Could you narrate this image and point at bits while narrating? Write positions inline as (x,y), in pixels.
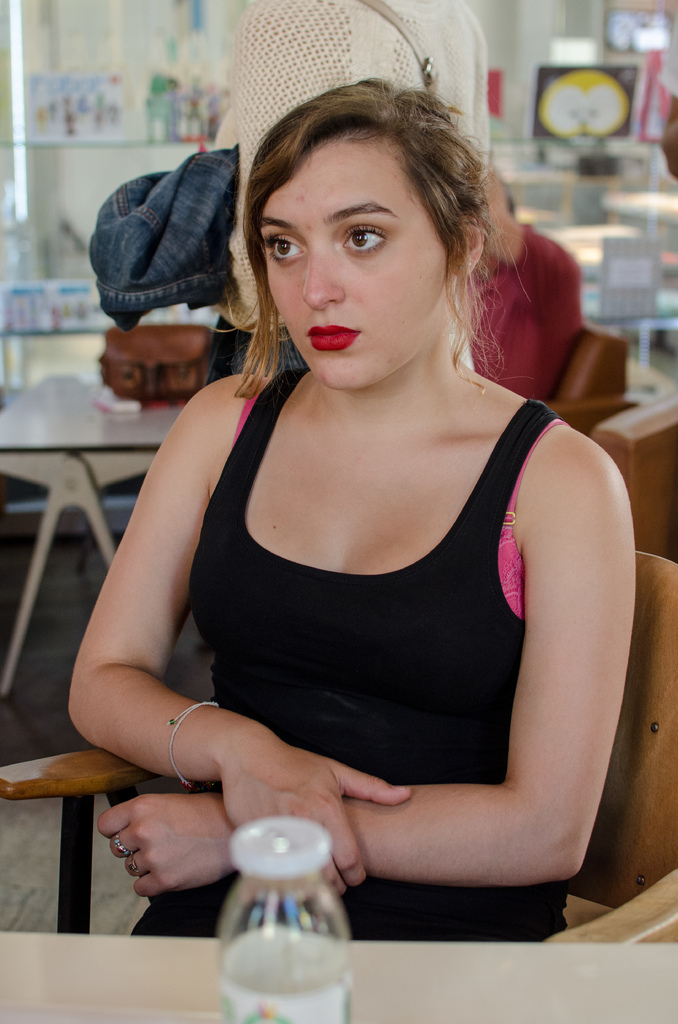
This is the picture of a lady (231,539) in black dress (308,659) sitting on the chair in front of the table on which there is a bottle (261,891) and behind her there is a table (164,425) on which there is a bag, jacket (173,263) and a man (518,285) in red shirt (512,296).
